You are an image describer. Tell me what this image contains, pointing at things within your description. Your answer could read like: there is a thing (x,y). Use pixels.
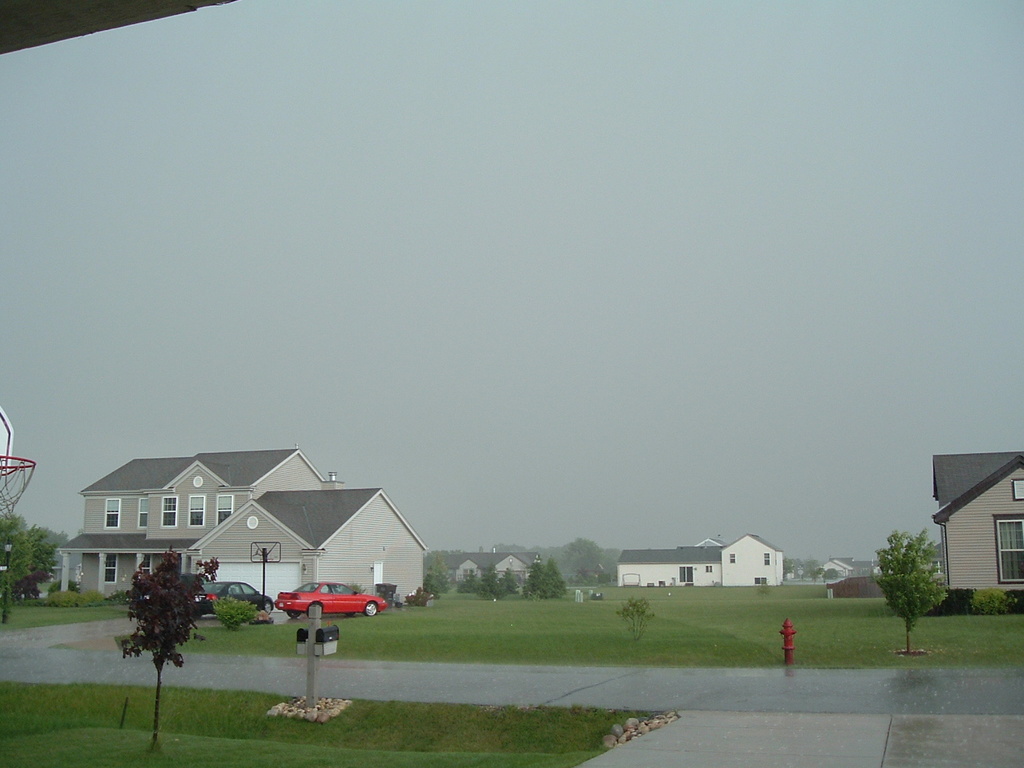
In this image there are plants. There are poles (313,682), stones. In the center of the image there is a road (667,674). There are cars (378,602). At the bottom of the image (591,614) there is grass (498,620) on the surface (469,626). On the left side of the image (0,439) there is a basketball hoop (12,470). In the background of the image (286,539) there are buildings (401,558), trees (438,571) and sky (702,303).
